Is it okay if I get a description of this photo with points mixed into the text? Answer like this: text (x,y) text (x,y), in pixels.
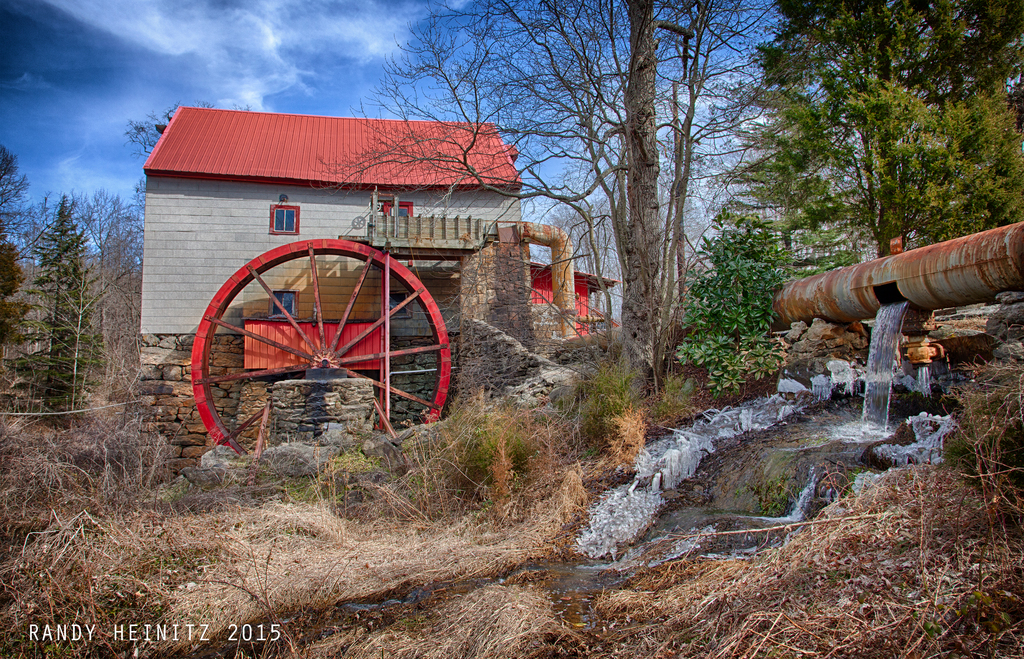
In this image, we can see a house (367,312), wheel (360,335), pipes (967,274), plants (702,304), grass (45,535), trees (1021,99). Right side of the image (892,311), we can see a water flow (891,341). At the bottom of the image (262,635), we can see a watermark (175,633). Top of the image (337,57), there is a sky (248,57).
